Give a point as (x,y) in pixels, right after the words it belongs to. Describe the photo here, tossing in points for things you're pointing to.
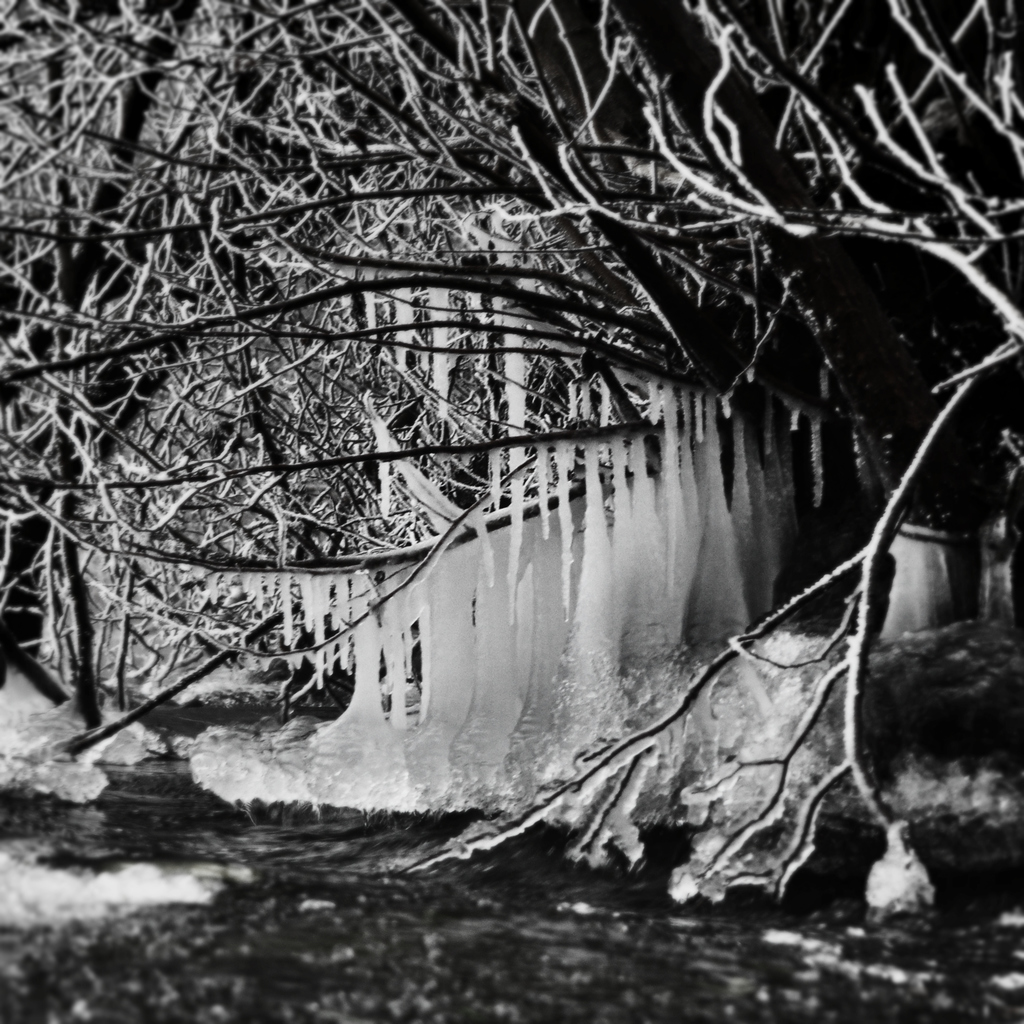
This is a black and white image. In this image we can see ice (329,740) and trees (332,361).
